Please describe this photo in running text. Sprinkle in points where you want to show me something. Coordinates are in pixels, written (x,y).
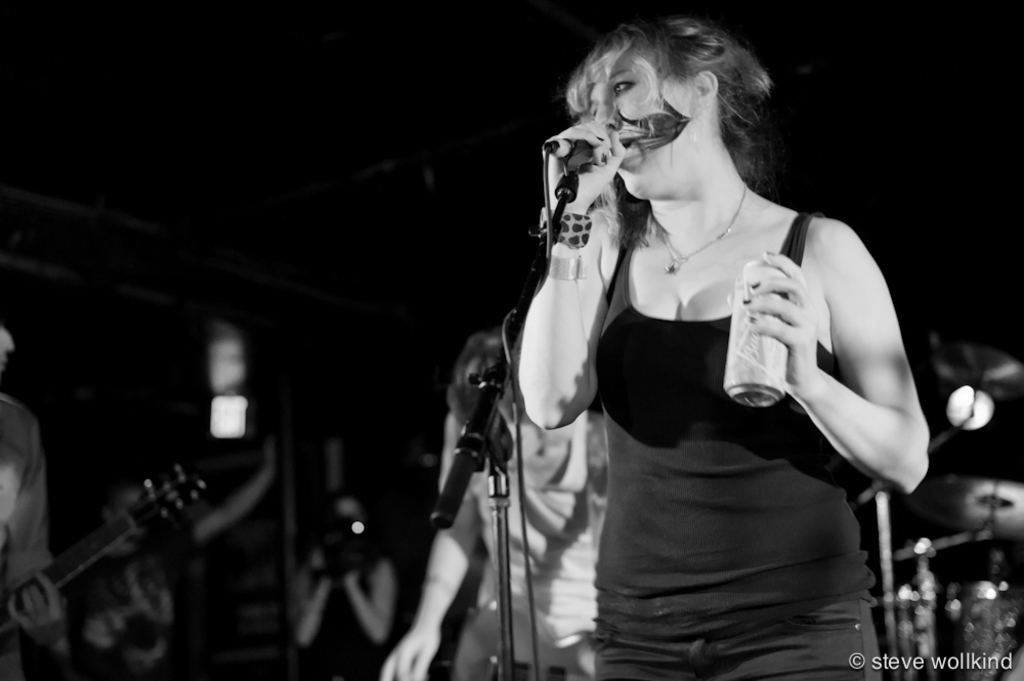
Woman (835,411) in black t-shirt (776,457) is holding microphone (572,156) in one of her hand (584,185) and singing on it, on the other hand she is holding drink can (772,393). Beside behind him, man (515,453) in white t-shirt (571,517) is standing and in front of him, we even see a microphone (496,477) and this picture is taken in dark and it is a black and white picture.
